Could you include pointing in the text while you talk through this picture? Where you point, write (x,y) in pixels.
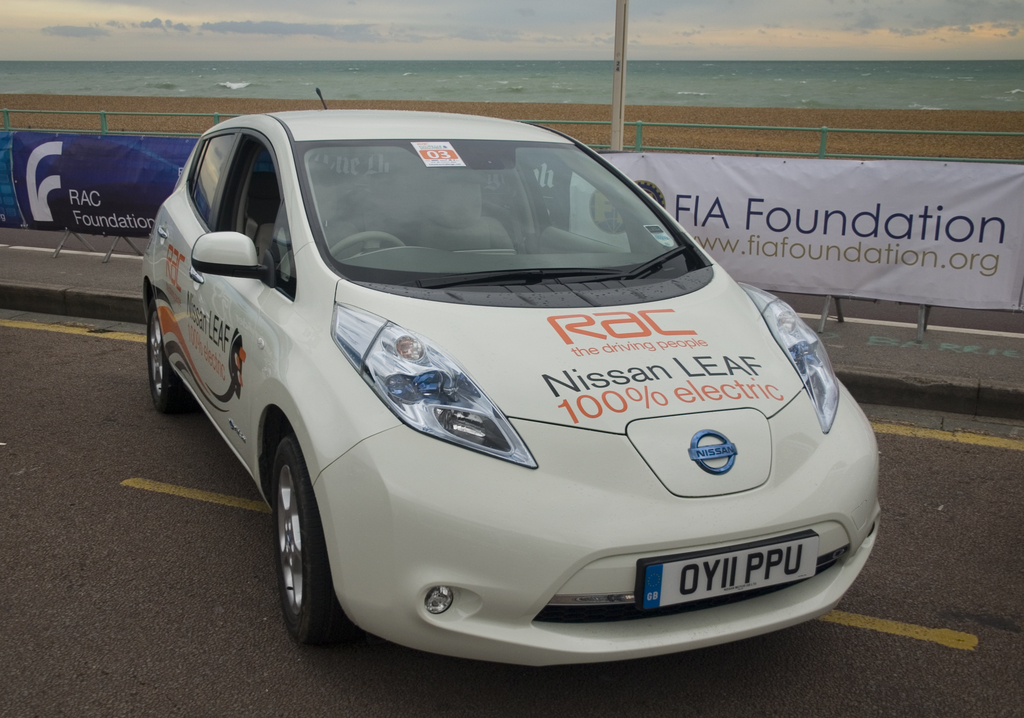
In this picture we can see a car (597,640) on the ground (867,591) and in the background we can see a fence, banner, water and sky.
